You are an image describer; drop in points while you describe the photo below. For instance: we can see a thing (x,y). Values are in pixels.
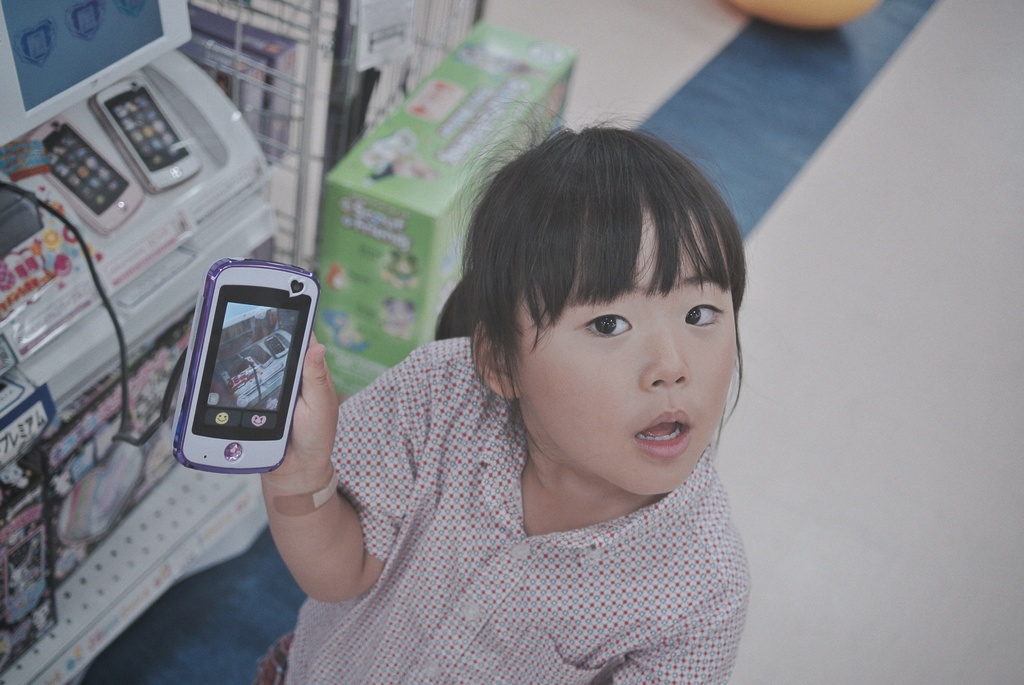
The picture is taken in a store (870,502). In the foreground of the picture (492,459) there is a girl (511,501) holding mobile (252,353). On the left (212,56) there are toys (107,483), in racks (270,183) and shelves (279,124). On the right (770,160) it is floor (847,342).
